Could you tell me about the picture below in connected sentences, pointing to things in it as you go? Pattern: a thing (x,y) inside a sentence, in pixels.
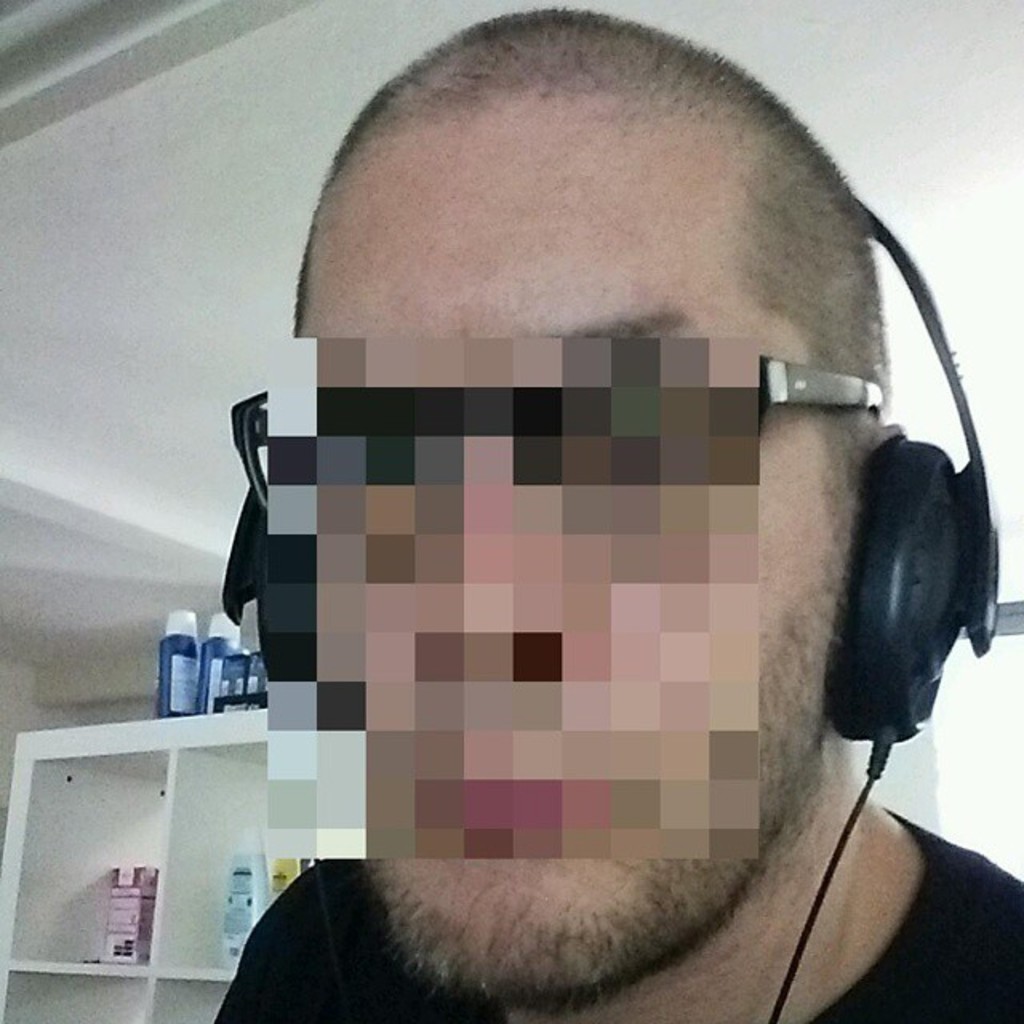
This picture is taken inside the room (93,853). In this image, in the middle (541,655), we can see a man (643,900) wearing a black color shirt (901,930) and keeping the head phone (852,666) to his ear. On the left side (46,945), we can see a shelf (81,899), on the shelf (165,920), we can see some bottles (251,903). At the top (216,139), we can see a roof (231,215).
